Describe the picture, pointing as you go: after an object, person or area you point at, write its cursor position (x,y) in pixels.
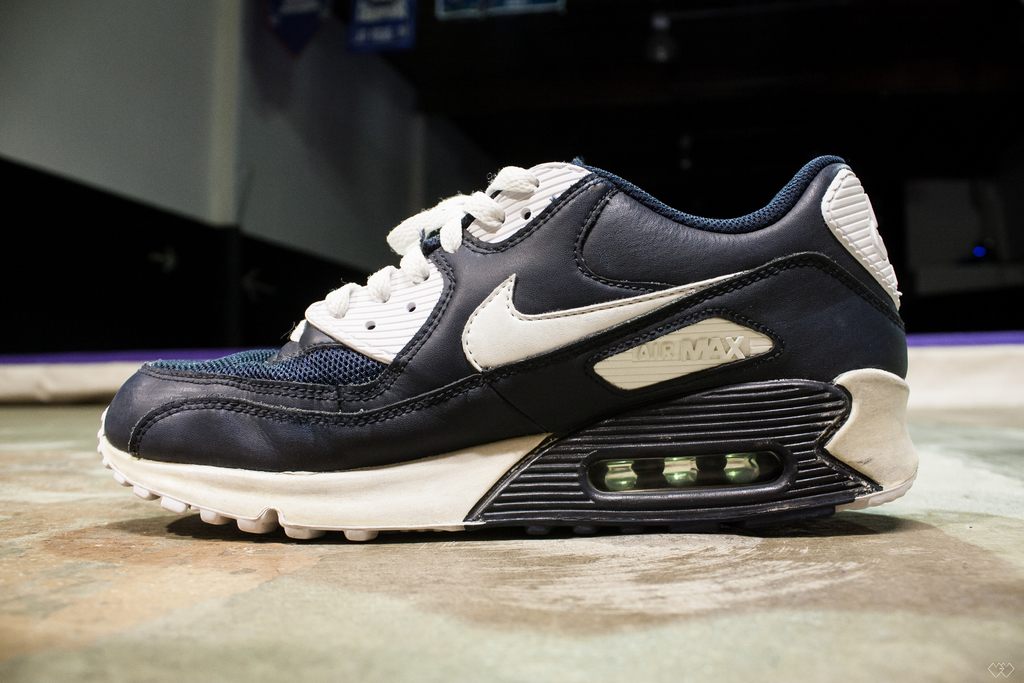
In this image we can see a shoe (539,421) placed on the floor (405,546).
